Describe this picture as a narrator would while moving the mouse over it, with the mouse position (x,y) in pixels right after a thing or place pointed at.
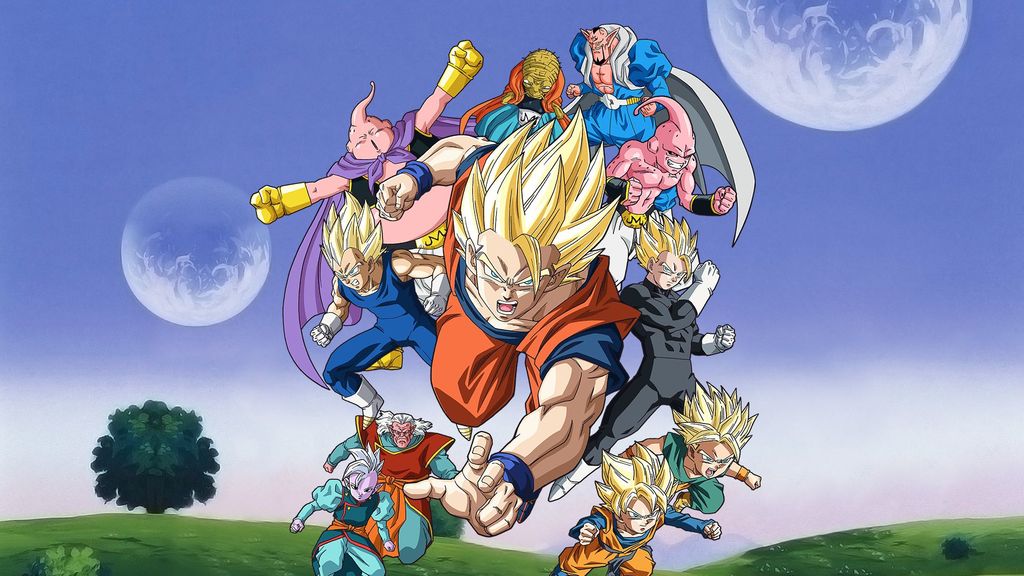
It is an animated image. There is a tree (152,438), a moon (198,264) and a grassy land (130,532). There are few persons (545,280) at the center of the image (387,214).
